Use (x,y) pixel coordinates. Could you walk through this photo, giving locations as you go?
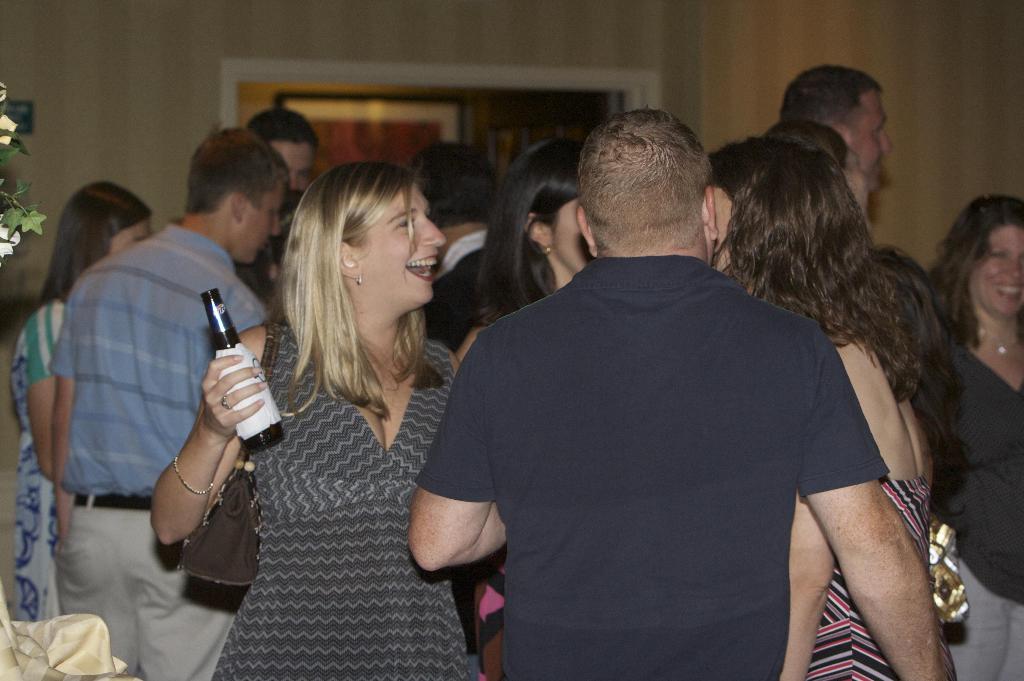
In the image there is a woman (403,223) standing on the left side (273,572) holding beer bottle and there are many people (112,309) standing all over her and all over the place and in the back (419,59) there is a wall (135,52) with a door (607,110) in the middle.
